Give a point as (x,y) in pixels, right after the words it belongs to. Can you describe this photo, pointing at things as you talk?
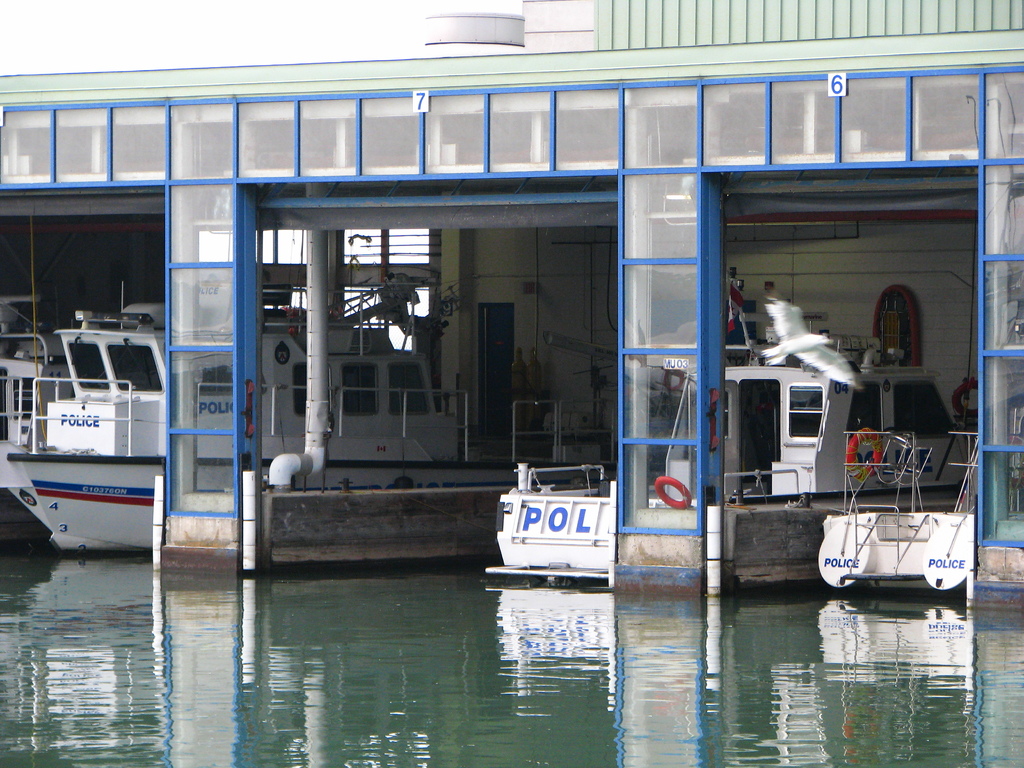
This image consists of boats (568,501). There is a bird (785,311) on the right side (836,376). It is in white color. There is water (498,703) at the bottom (500,673).
